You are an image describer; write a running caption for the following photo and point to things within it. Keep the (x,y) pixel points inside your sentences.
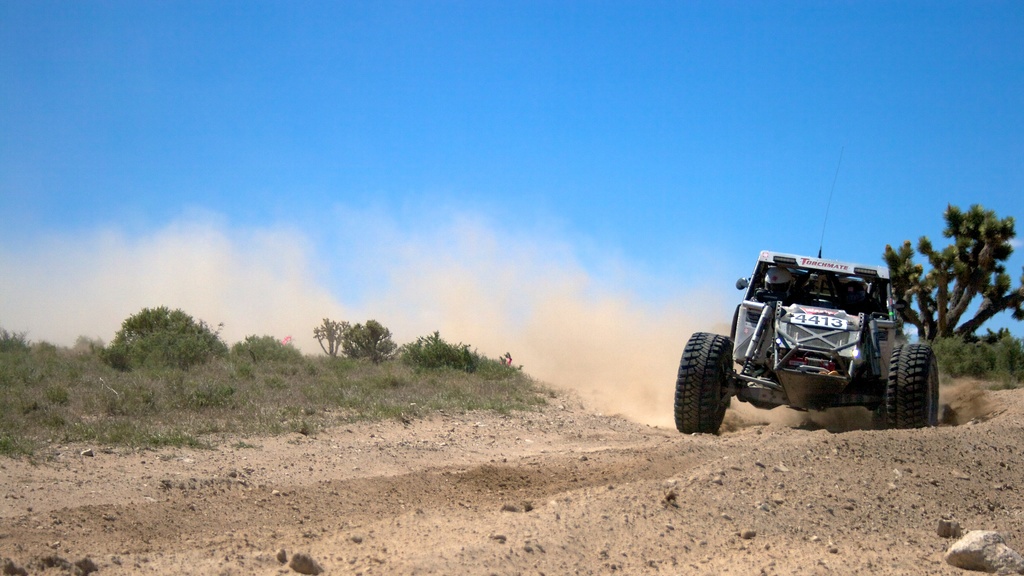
In this image on the right side (754,290) there is a vehicle (819,381), and at the bottom (482,486) there is sand (337,436), grass (236,385) and some plants (407,363) and some stones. In the background (172,284) there is wind storm (178,297), and on the right side (896,297) there is a tree (886,263) and grass (959,362). At the top (730,121) there is sky (497,98).
